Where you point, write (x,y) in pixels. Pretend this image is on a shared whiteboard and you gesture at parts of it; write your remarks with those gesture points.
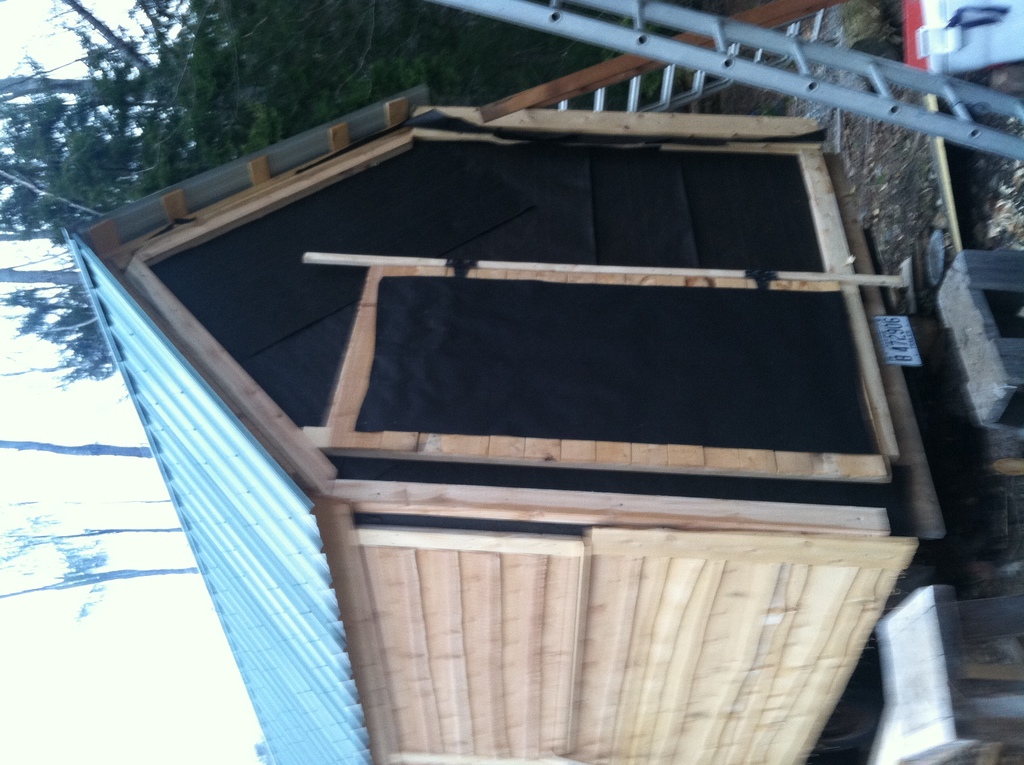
In this picture we can see the small wooden shed (637,386) in the image. In the front (667,50) there is a silver ladder (682,58). Behind we can see some trees (362,101).
